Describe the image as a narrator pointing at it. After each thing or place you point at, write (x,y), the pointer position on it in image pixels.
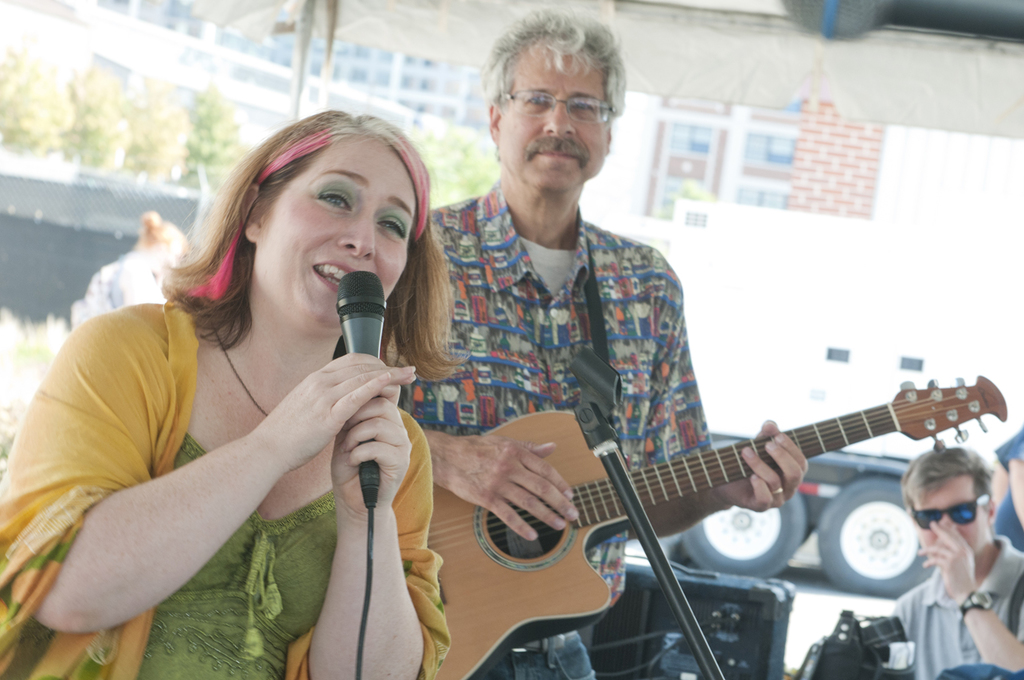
This woman (146,562) is holding a mic (347,282) and singing. This man (521,274) is playing a guitar (582,461) behind this woman (324,475). Far there are buildings (443,92) and trees (171,144). A vehicle (857,513) on road (797,598). This person (955,582) is sitting and wore goggles (965,512). This is an electronic device (759,643).
